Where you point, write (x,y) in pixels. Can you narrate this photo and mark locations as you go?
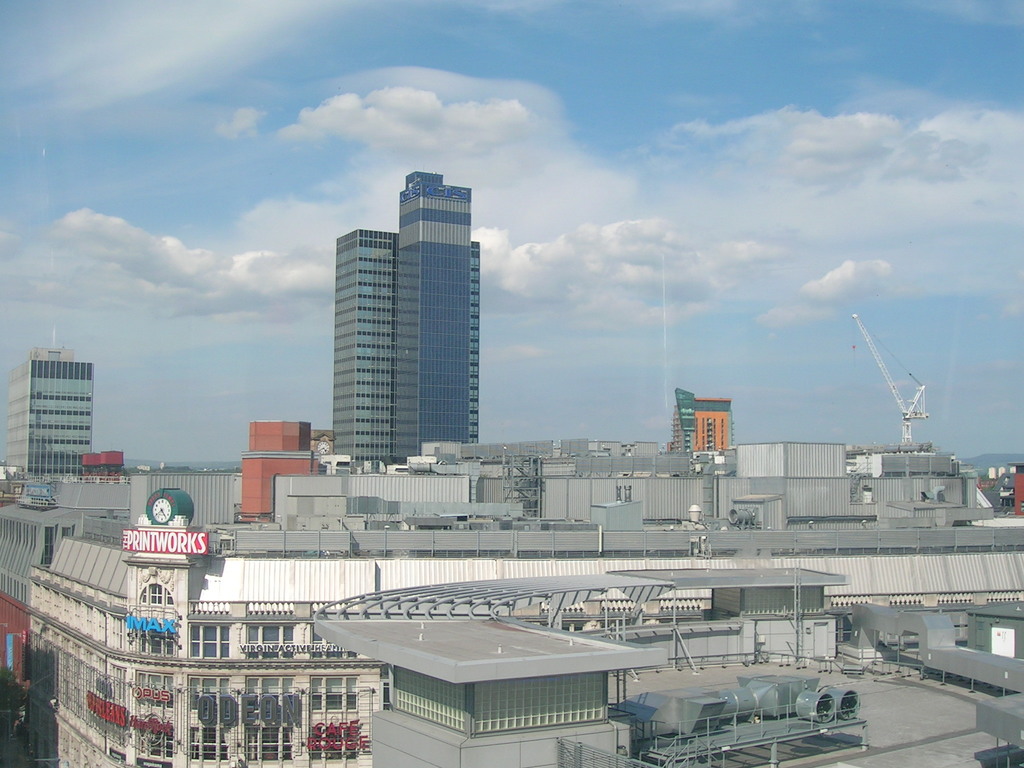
In the picture we can see buildings (670,746) and some board (153,535) to it and in the background (464,289) also we can see some tower buildings (414,317) with glass (422,356) and behind it we can see a sky (720,187) with clouds (871,172).
